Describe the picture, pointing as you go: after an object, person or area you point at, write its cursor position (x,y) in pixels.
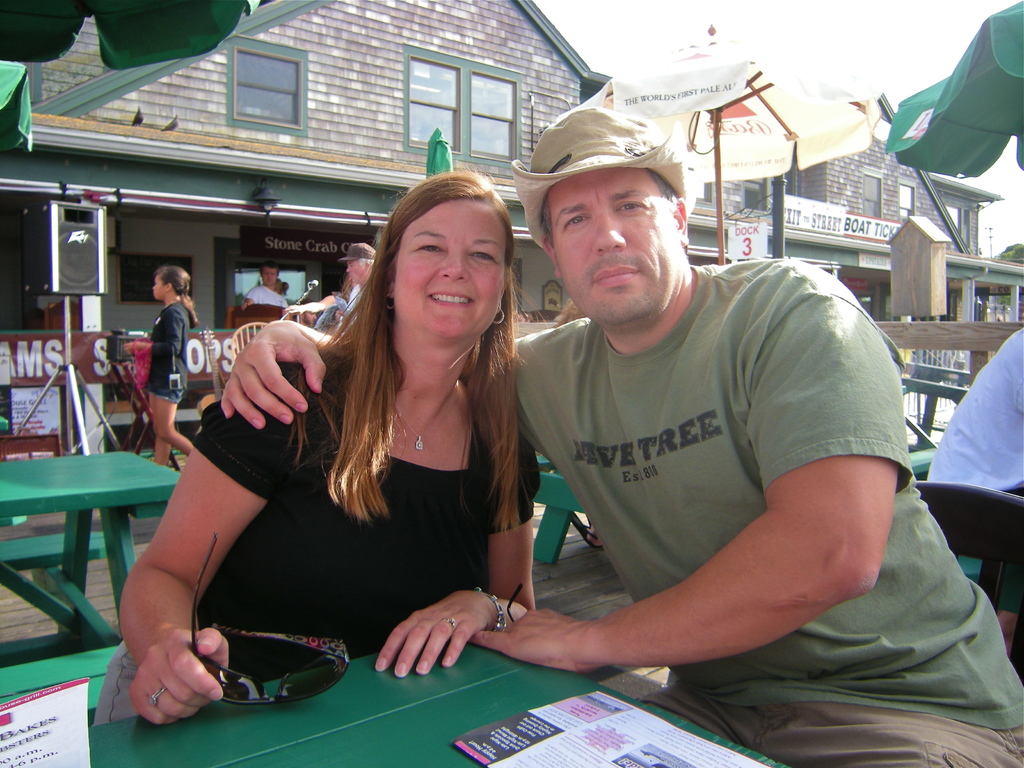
In this image there are two person (398,607) sitting on the bench (104,672). On the table (495,704) there is a paper (578,735). At the back side (404,143) we can see a building (296,120).
